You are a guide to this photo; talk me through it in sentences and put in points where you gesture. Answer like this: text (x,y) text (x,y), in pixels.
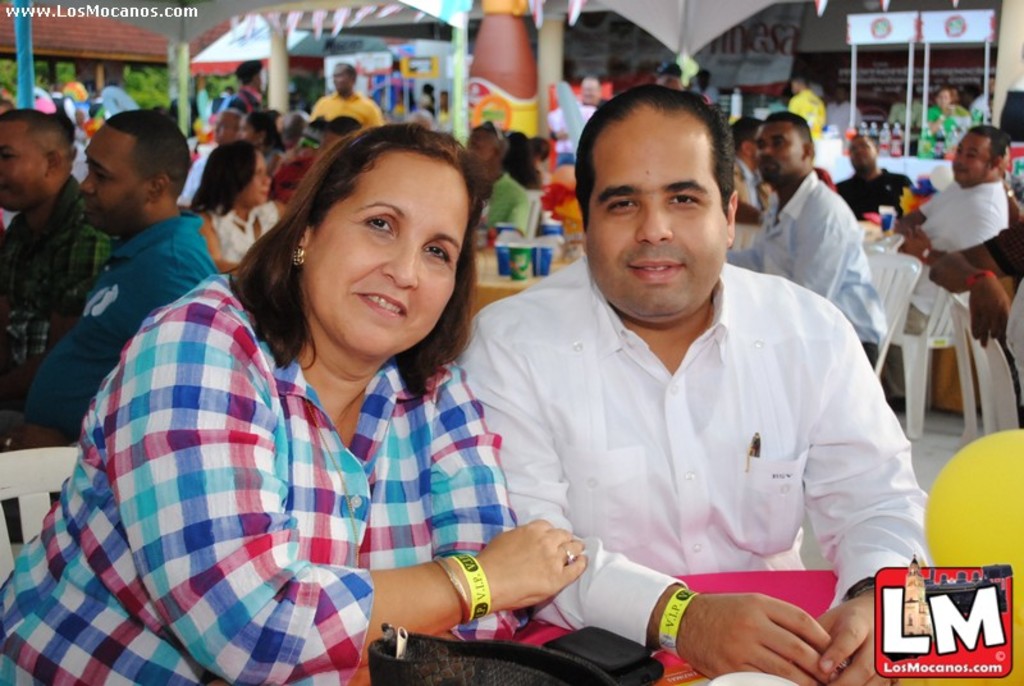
In this image, we can see a woman (409,460) and man (657,574) are sitting. They are watching and smiling. At the bottom of the image (908,611), we can see few things (732,678) and logo (998,623). In the background (1000,328), we can see people (355,120), chairs (907,373), tables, bottles (491,87), stall (960,11), poles (1008,34), plants (14,85) and few objects (425,66). On the left side (43,16) top of the image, there is a watermark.
